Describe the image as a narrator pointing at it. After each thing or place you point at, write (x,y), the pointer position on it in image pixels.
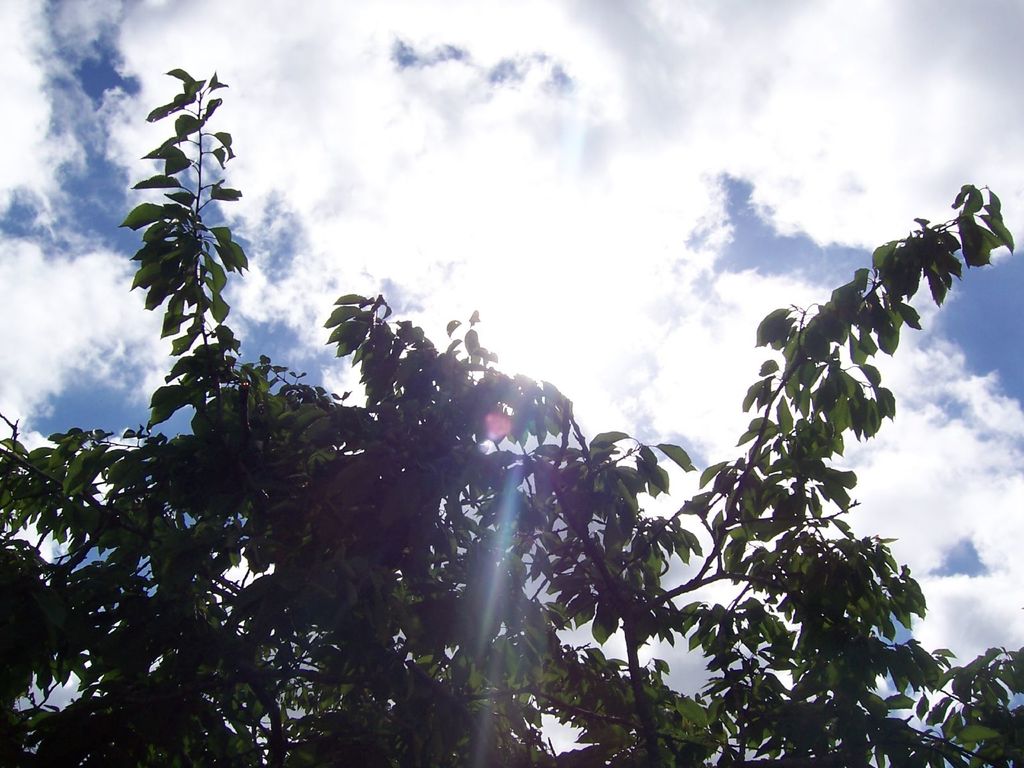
In this picture we can see trees (519,563) and in the background (707,543) we can see sky (453,277) with clouds (453,277).
